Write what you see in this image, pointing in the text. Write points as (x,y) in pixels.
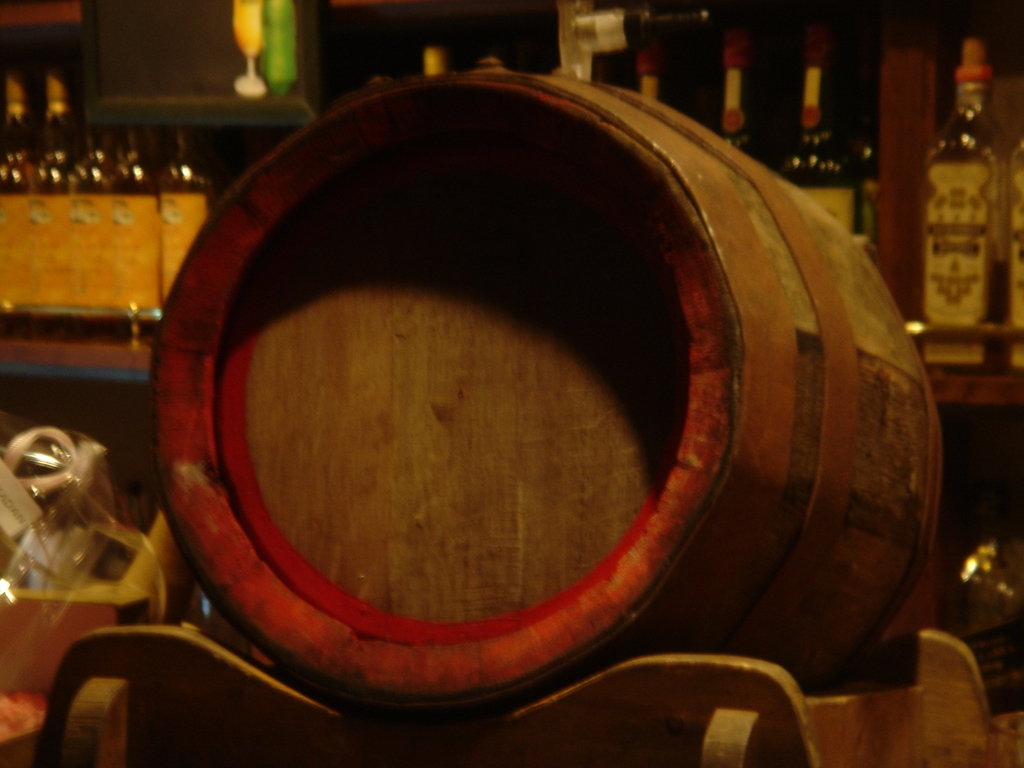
We can see drum (540,539) on the table (292,736), cover (42,511), bottles (953,149).
